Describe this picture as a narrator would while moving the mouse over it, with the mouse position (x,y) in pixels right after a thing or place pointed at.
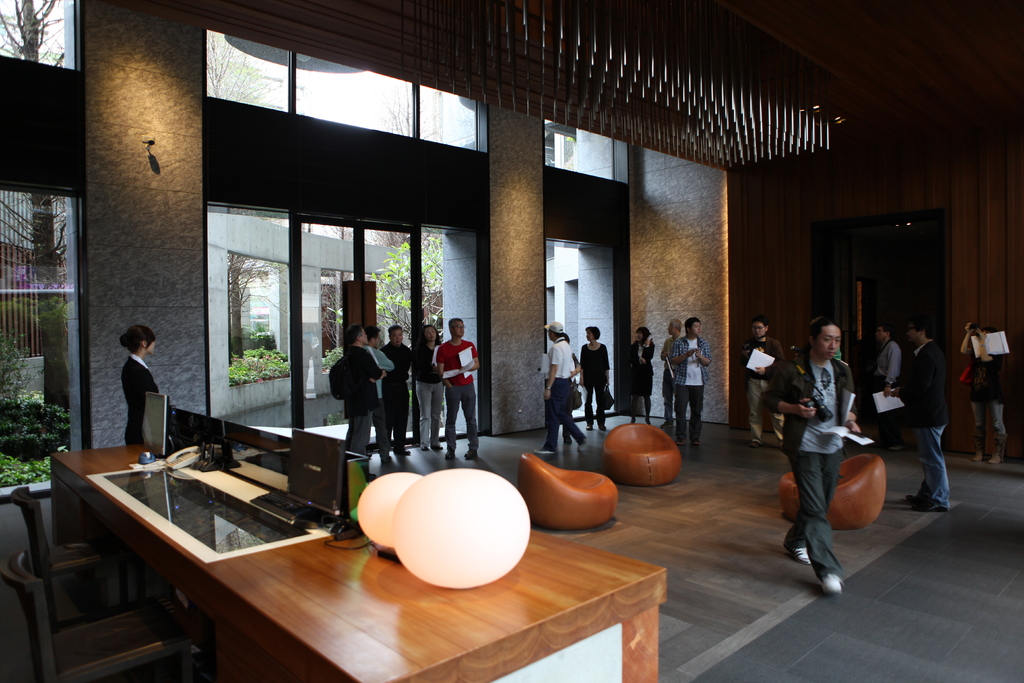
This is the picture of a hall (482,413) where some people (367,381) are standing around and there are some bean bags (561,489) and a table (111,468) on which some things (164,417) are placed.
